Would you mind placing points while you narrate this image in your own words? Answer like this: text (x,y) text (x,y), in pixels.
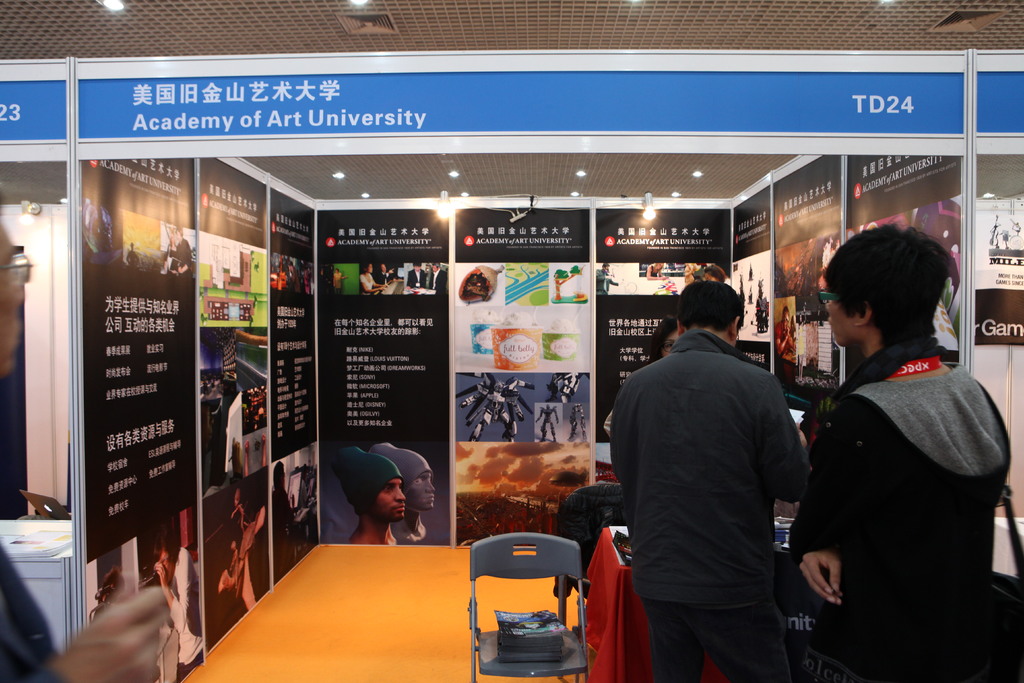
These persons (837,463) are standing. On chair (481,638) there is a stack of brochures (527,638). In-front of this person's (720,565) there is a table (625,600) with red color cloth (621,606). These are different type of posters (463,342).
